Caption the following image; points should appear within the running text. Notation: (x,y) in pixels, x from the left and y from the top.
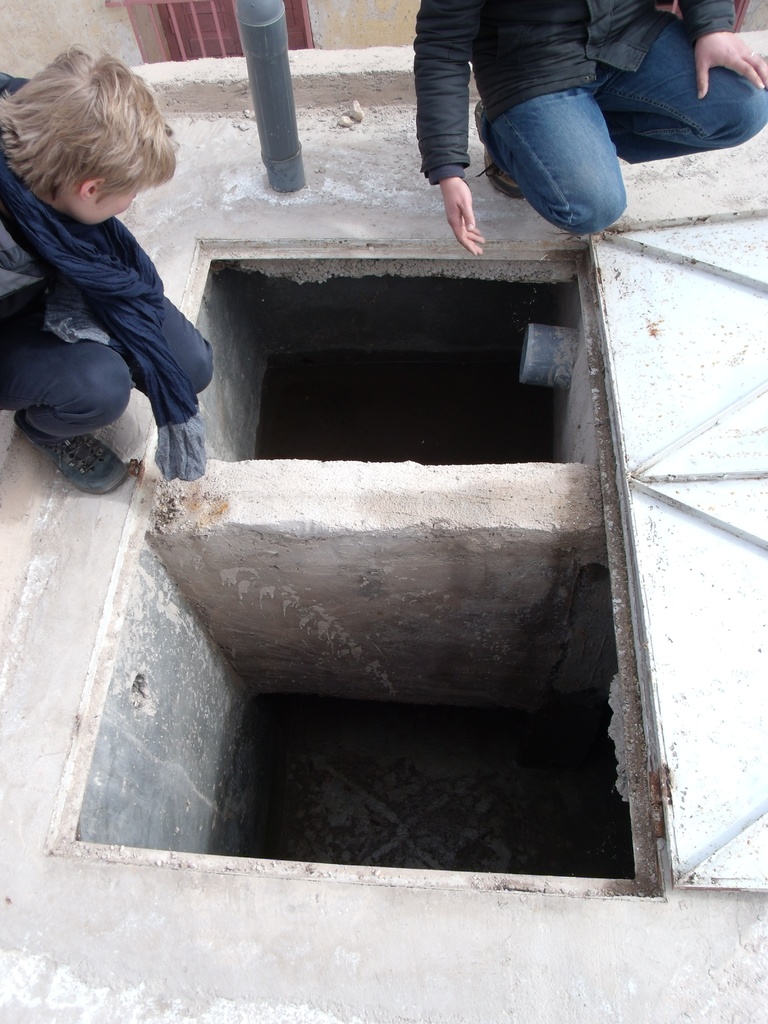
In this picture I can see few people (432,122) sitting and watching inside of the floor (67,757).
